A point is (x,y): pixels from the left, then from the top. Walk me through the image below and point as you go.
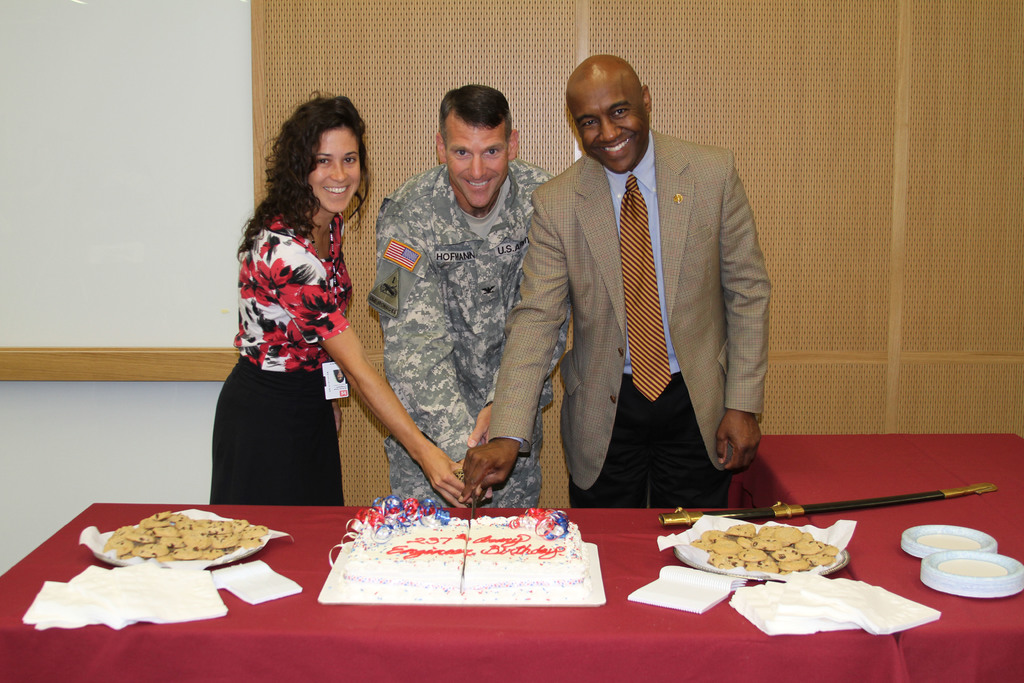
There are three persons (455,302) cutting the cake (455,586) which is placed on the table (622,587) and there are biscuits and tissue papers (861,616) on the table (873,533).
